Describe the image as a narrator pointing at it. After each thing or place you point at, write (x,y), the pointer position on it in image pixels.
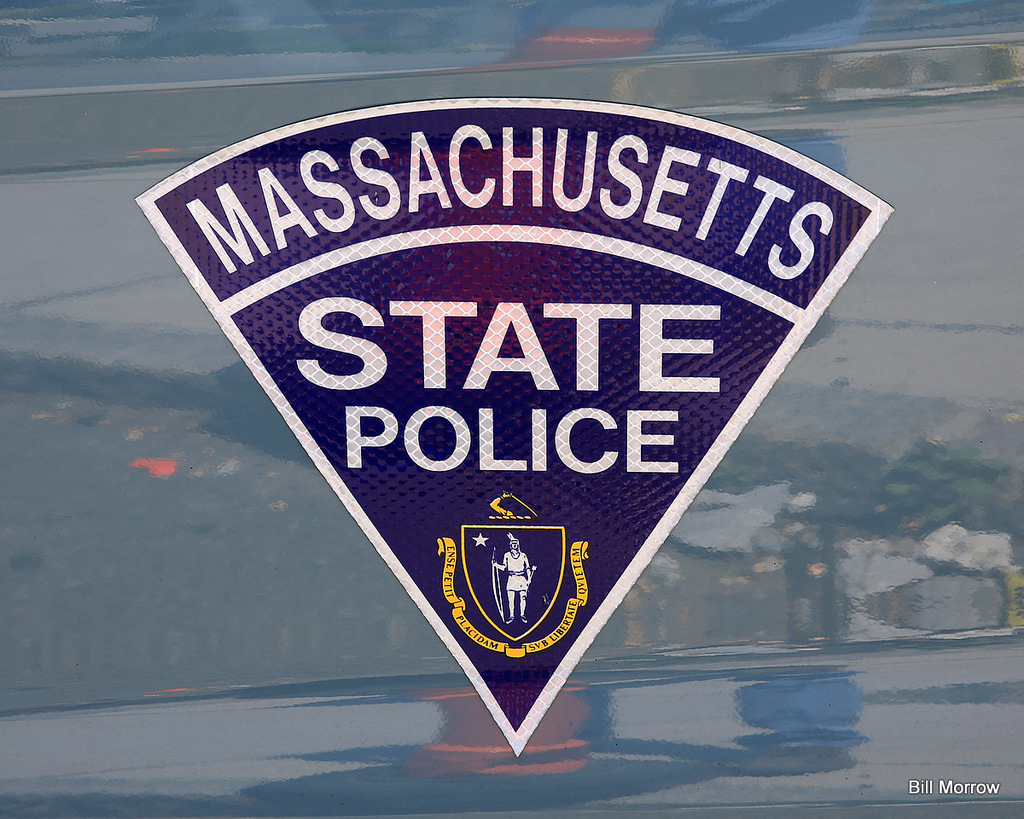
In the center of the image (488,384) we can see a logo (544,397) with some text (499,356). In the background (175,63) the image is blur. In the bottom right corner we can see some text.
